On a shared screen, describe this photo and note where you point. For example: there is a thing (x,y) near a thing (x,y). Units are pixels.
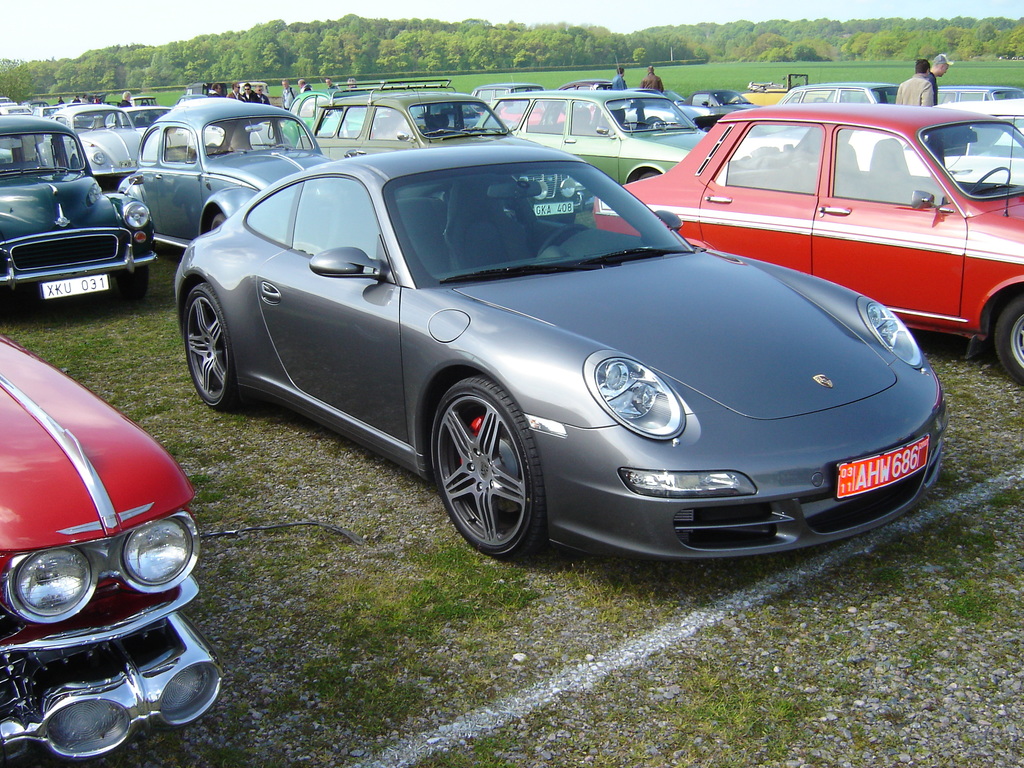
In this image we can see a group of cars (570,349) parked on the ground (687,570). We can also see a group of people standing beside them. On the backside (555,53) we can see some grass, a group of trees (593,51) and the sky (710,12).
